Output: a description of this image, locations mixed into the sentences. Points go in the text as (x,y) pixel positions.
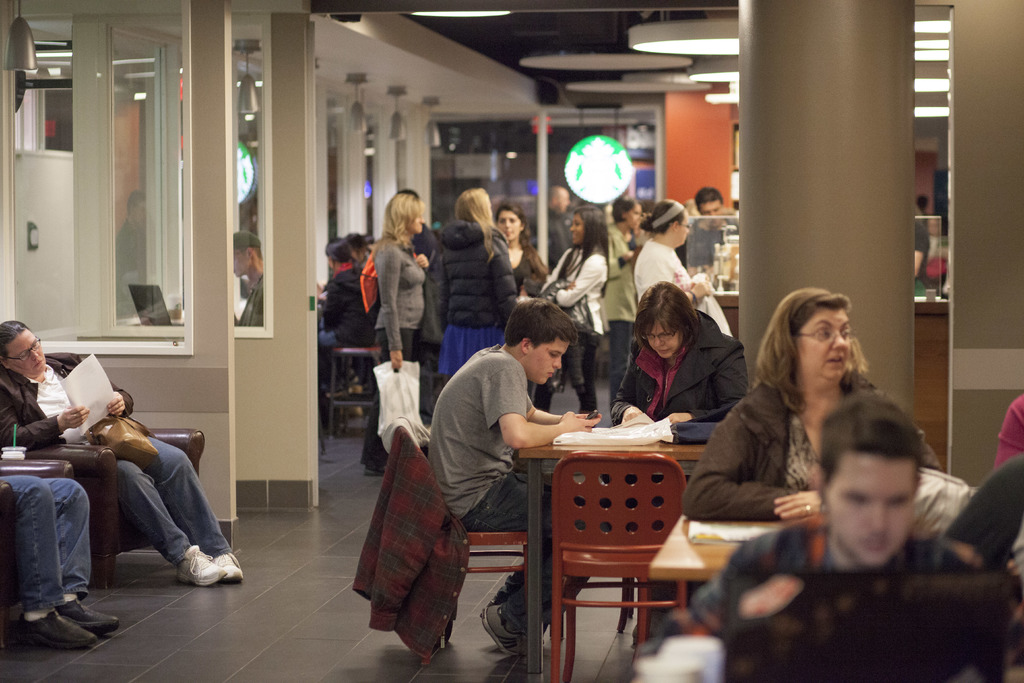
This Image is clicked in a room (815,7) where the lights (949,26) on the top (920,21) and there are so many tables (539,664) and chairs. On the tables (537,629) that are covers (615,437), papers (637,421). People (520,381) are sitting on chair (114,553) around table (671,553). There are chairs (61,455) on the left side (9,568).
